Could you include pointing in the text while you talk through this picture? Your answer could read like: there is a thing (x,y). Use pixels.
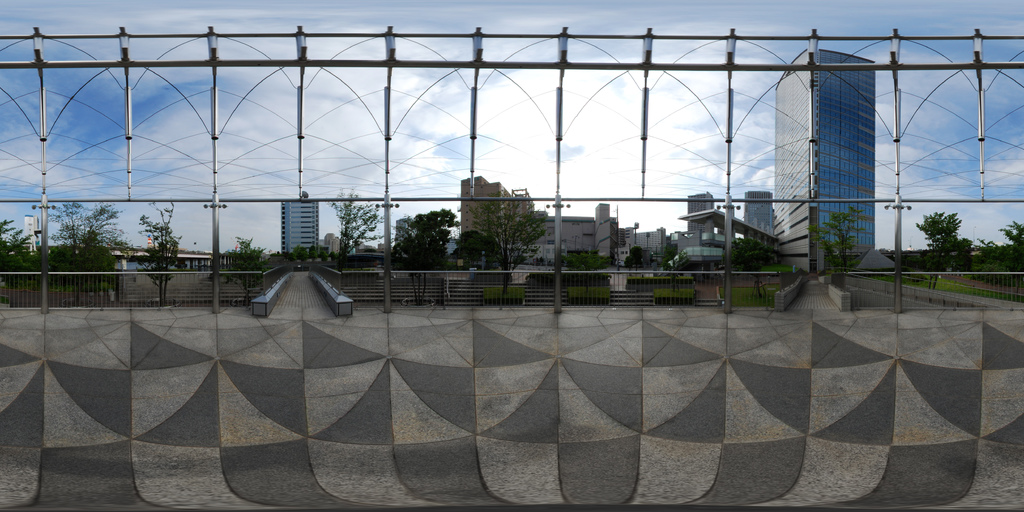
At the bottom (455,474) we can see road (164,321) and here we can see poles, fences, paths (625,278), trees (421,240) and grass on the ground (173,387). In the background (283,181) there are buildings (856,151), glass doors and clouds (737,11) in the sky (63,84).
